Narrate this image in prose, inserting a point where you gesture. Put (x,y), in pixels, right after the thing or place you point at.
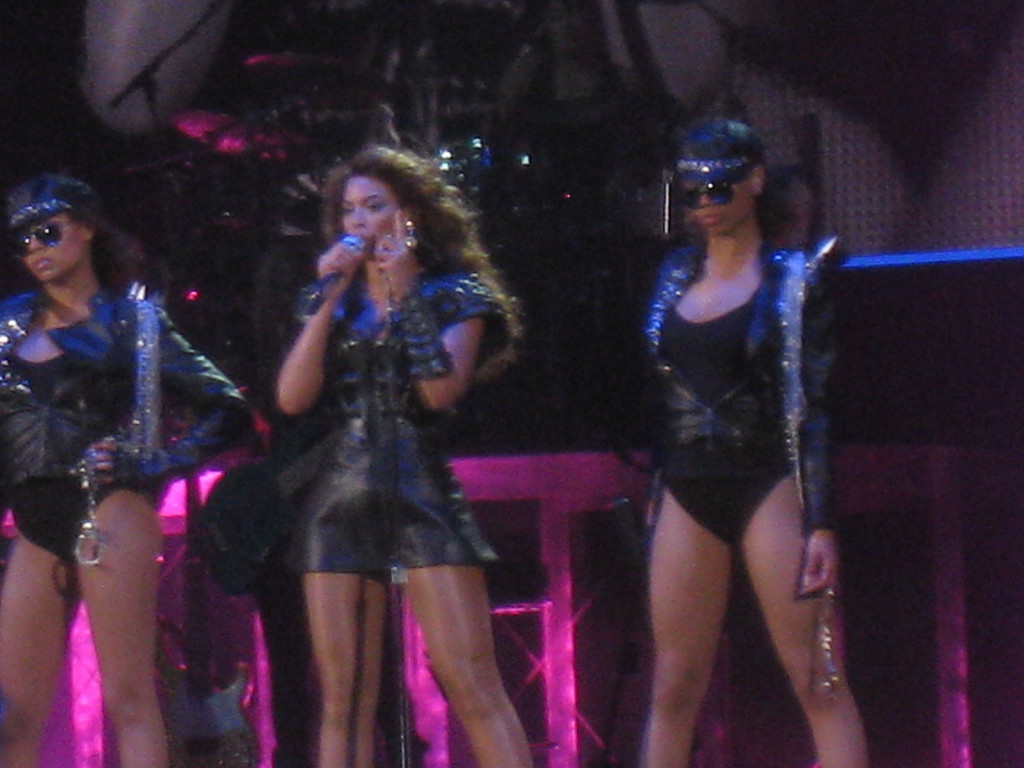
In this image I can see in the middle (412,475) a beautiful woman (460,521) is standing and singing in the microphone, she wore a black color dress (416,415). Beside her two women (66,353) are also there, they wore spectacles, caps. Behind them there is a pink color light (66,724).
